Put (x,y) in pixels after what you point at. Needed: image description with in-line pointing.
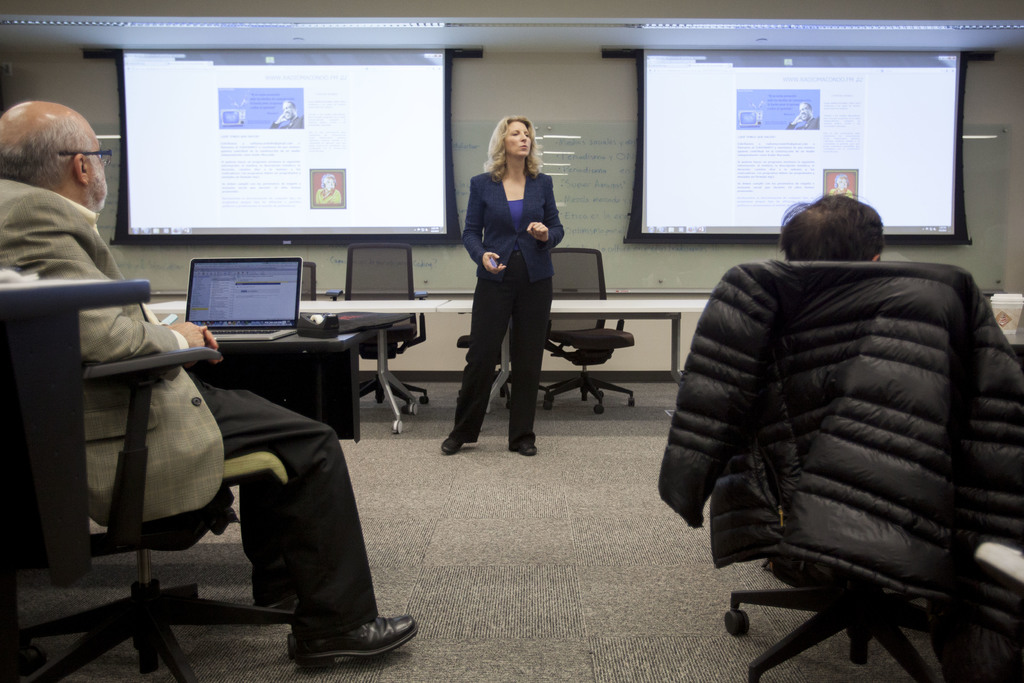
In this image i can see few persons (63,171) sitting on chairs (867,448) in front of a table (273,393), On the table (267,360) i can see a laptop (276,334) and few other objects (312,331). In the background (479,339) i can see two projection screens (392,166), a table (671,349), 2 chairs (401,329) and a woman (519,360) standing.
